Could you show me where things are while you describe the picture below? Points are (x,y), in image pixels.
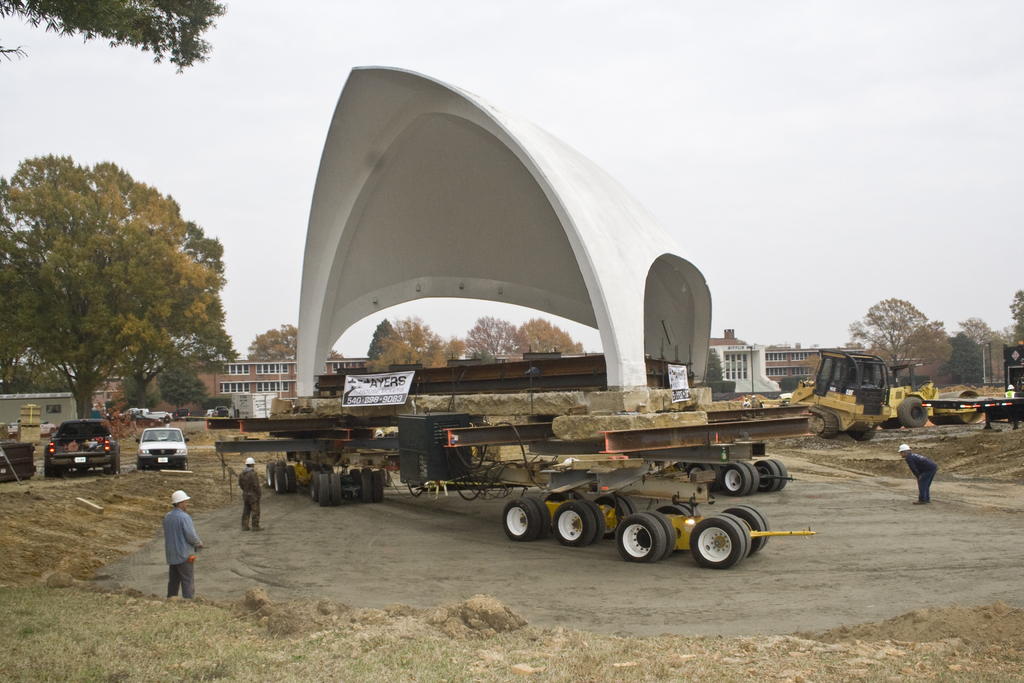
In this image we can see a concrete structure (532,280) on a carrier (559,461). In the background of the image (812,391) there is a vehicle (870,402). There are people (169,536) standing. At the bottom of the image (340,648) there is grass (127,644). There are cars (175,431). In the background of the image (297,383) there are buildings (779,347), trees (933,332). At the top of the image (593,72) there is sky (517,43).
